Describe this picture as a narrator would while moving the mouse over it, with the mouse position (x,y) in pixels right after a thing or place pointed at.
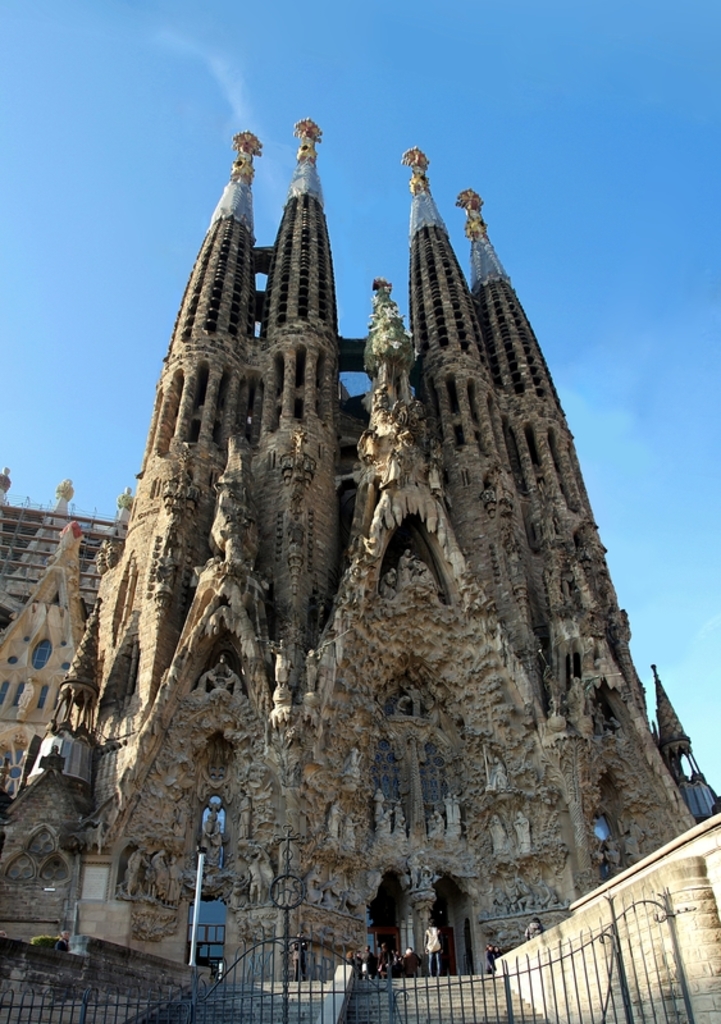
In this image I can see the metal gate (231,1000) and the stairs (347,999). In the background (413,953) I can see few people (429,949), building (214,756) and the sky (355,72).
